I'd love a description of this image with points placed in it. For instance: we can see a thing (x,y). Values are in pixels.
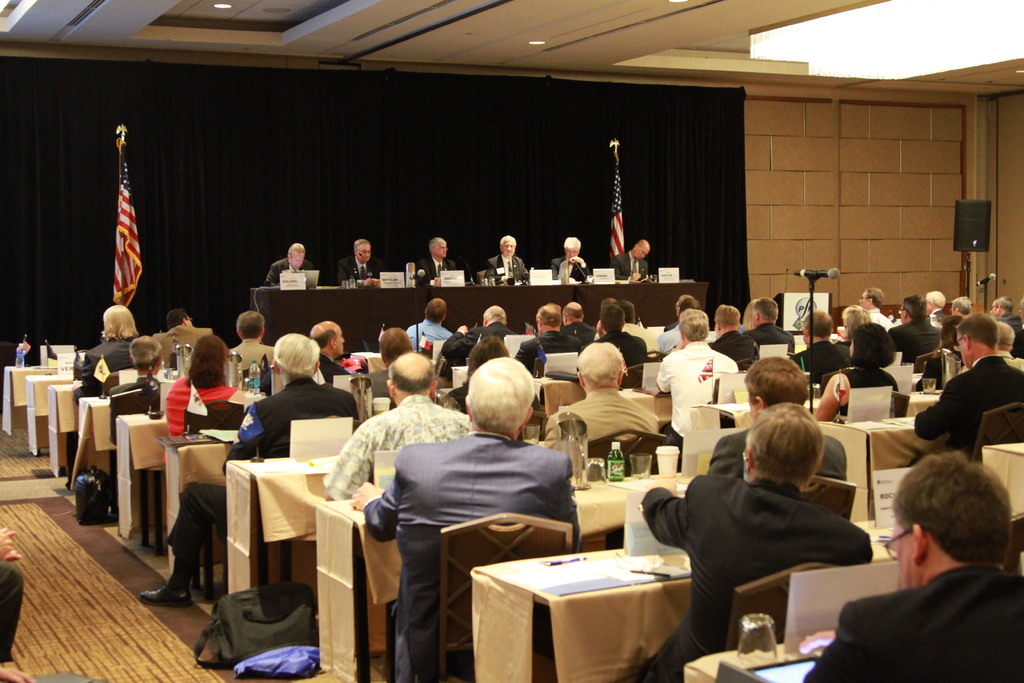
This picture describes about group of people (550,322) who are all seated on the chair (650,444), in front of them we can see cups (647,462), bottle (609,473) on the table (615,504) and also we can see bags (243,608), microphone (810,299), a sound box (970,205) and flag (138,272).
